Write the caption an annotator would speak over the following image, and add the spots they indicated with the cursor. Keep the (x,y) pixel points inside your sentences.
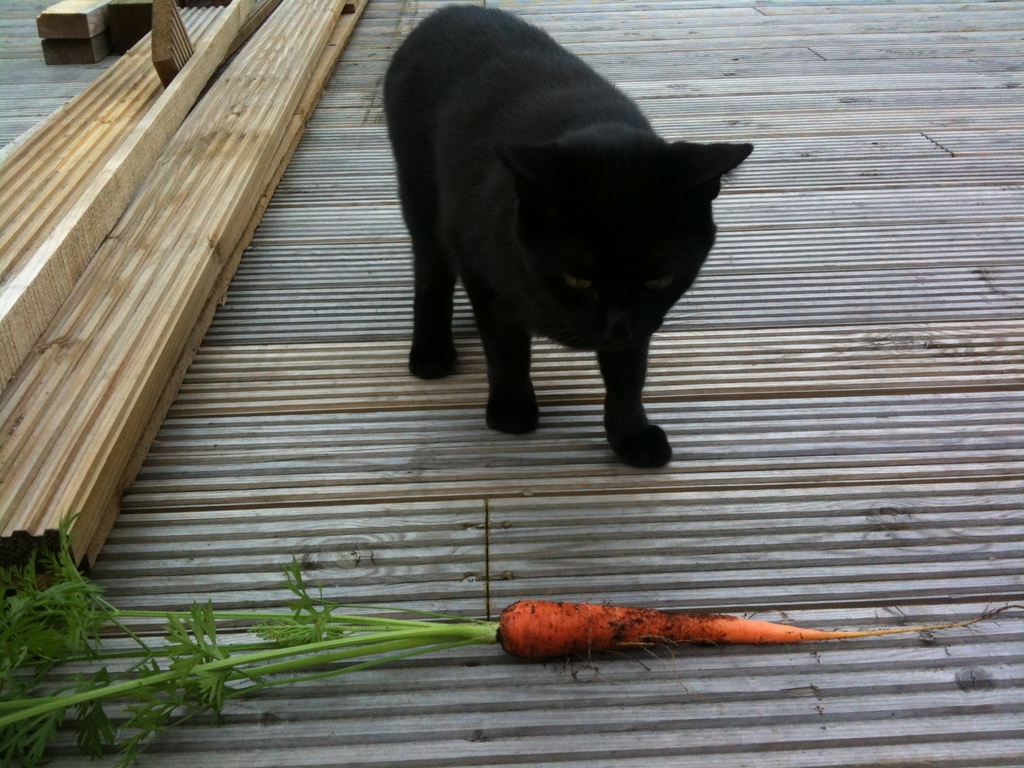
In the middle of this image (517,283) there is a black color cat (470,213) on the floor (542,429). In front of this there is a carrot (584,630) along with the leaves (275,666). On the left side (87,347) there are few wooden planks (101,209).
